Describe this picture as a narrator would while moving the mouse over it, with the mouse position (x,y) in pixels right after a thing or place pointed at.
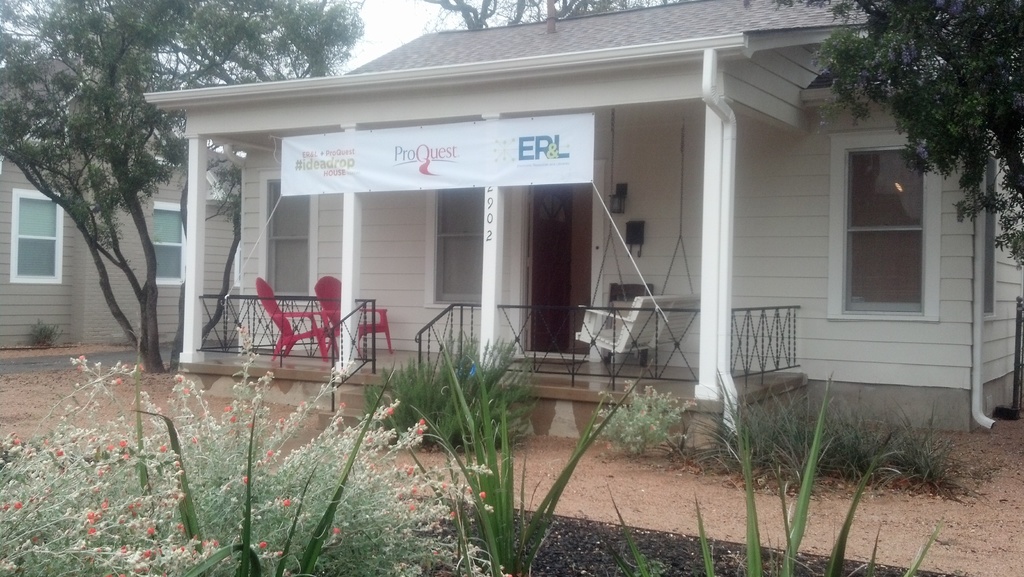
In this image there are two houses (204,223). Image also consists of trees (204,71) and also plants (266,494). There are two red color chairs (316,314) visible in this image. White color banner (405,167) is hanged to the house (569,107). Sky (402,31) is also visible.
